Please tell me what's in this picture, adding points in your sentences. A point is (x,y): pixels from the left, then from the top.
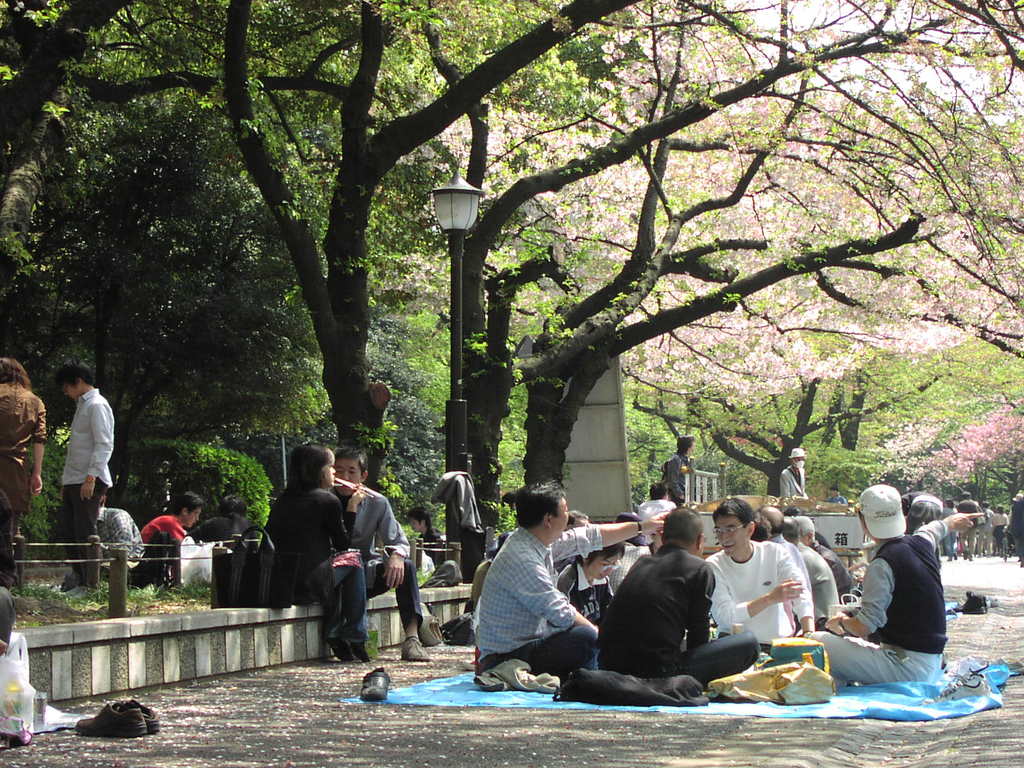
In this image we can see a group of people (639,561) on the ground (438,739). We can also see some bags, shoes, a cover (419,701) and some objects (43,719) on the ground (352,683). In the center of the image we can see a street pole (454,223). We can also see a group of trees (638,466) and the sky (966,84).
